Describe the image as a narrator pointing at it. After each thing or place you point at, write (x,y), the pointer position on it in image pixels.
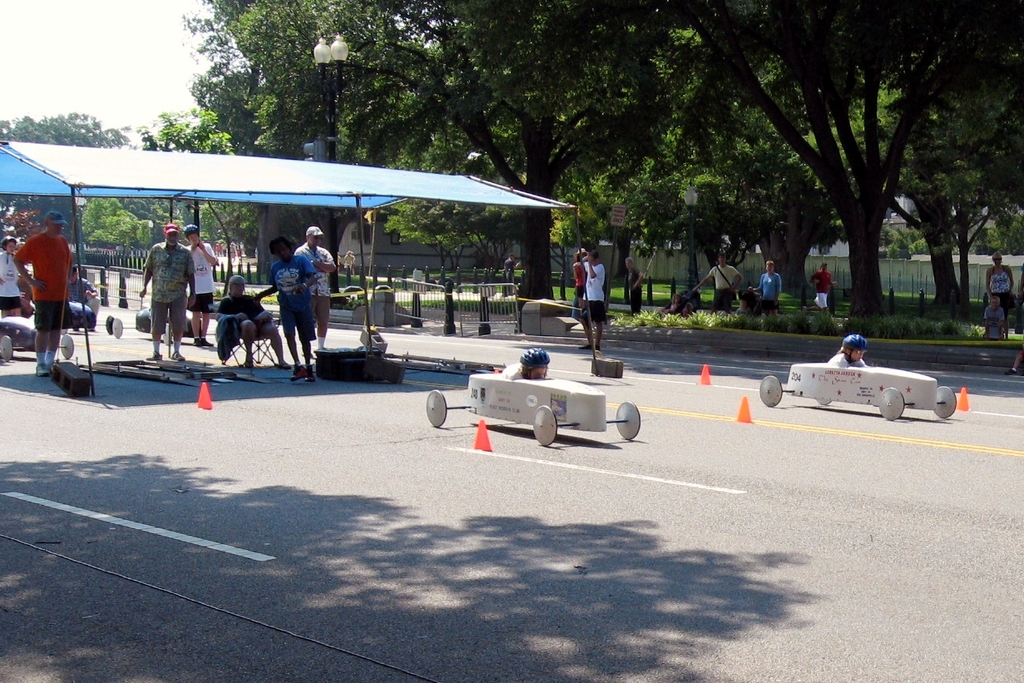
In this picture we can see a group of people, tent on the ground (457,448), here we can see traffic cones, fence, vehicles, poles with lights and some objects (371,327) and in the background (360,87) we can see a wall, trees (594,22), plants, name board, sky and some objects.
